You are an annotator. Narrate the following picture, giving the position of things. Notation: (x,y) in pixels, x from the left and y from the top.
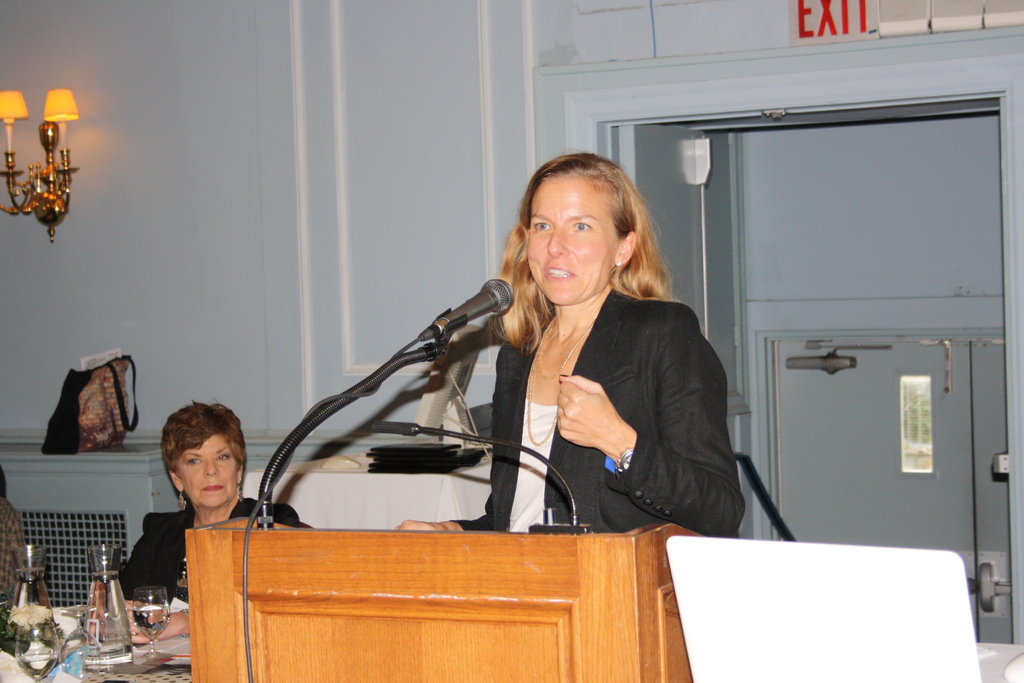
In this image there is a woman (589,386) speaking on the dais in front of a mic (494,302), beside the woman (502,403) there is another woman (213,484) sitting on a chair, in front of the woman (131,574) on the table (144,646) there are glasses (39,636) and a few other objects (123,621), behind the woman (200,515) there is a bag (112,410), in the background of the image (102,186) there is a lamp (50,168) on the wall (309,195) and there is an exit door (685,172).
